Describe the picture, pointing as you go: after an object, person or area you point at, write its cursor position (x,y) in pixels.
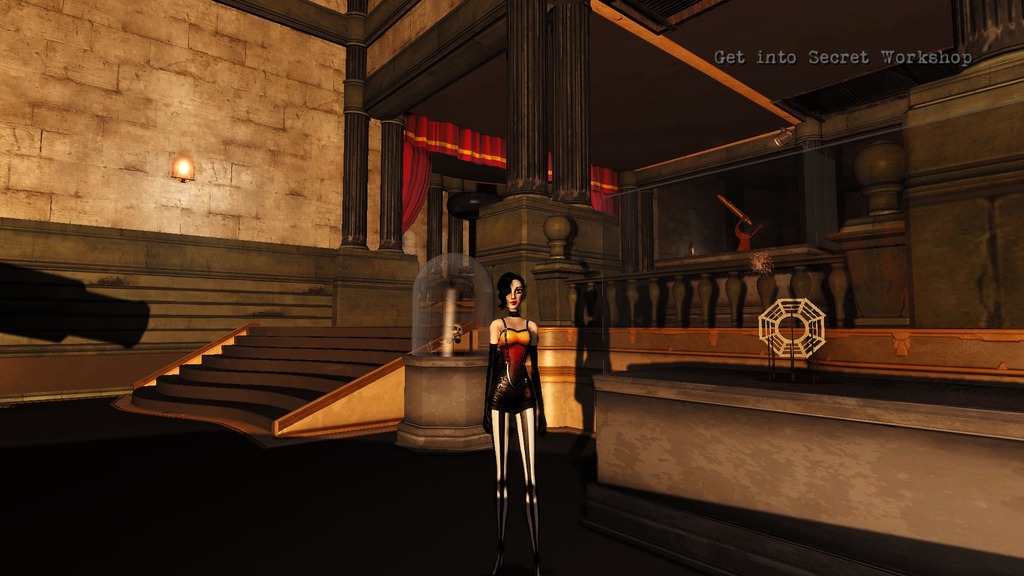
In this image there is a depiction of a person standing on the floor (383,515). On the right side of the image (807,437) there is a table (851,435). On top of it there is some object (771,365). On the left side of the image (306,386) there are stairs (309,379). There is a wall (204,165). There are curtains (428,184). On the right side of the image (771,250) there is a railing (740,284). There is some text (932,64) on the right side of the image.
